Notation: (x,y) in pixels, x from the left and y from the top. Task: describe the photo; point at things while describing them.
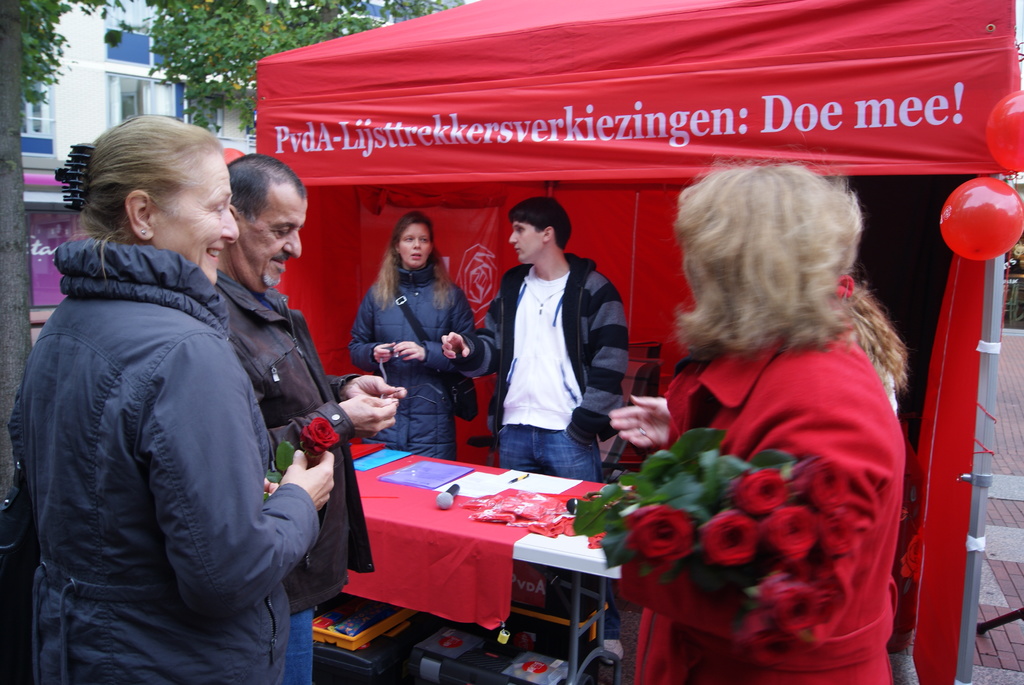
In this image there are group of people (402,447) standing, and two of them (118,399) are holding roses (759,468) and in the background (357,480) there is a tent (881,135) and table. And on the table (576,545) there are some papers (540,483), mike (457,495) and pen (525,477). And on the tent (381,131) there is text (440,127), and on the right side (1018,228) there is a pole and balloons (1003,228). And in the background (216,72) there are buildings (133,61), trees (7,249). At the bottom of the image (562,628) there are some boxes (391,624), and on the right side of the image (999,579) there is walkway (1016,525).
